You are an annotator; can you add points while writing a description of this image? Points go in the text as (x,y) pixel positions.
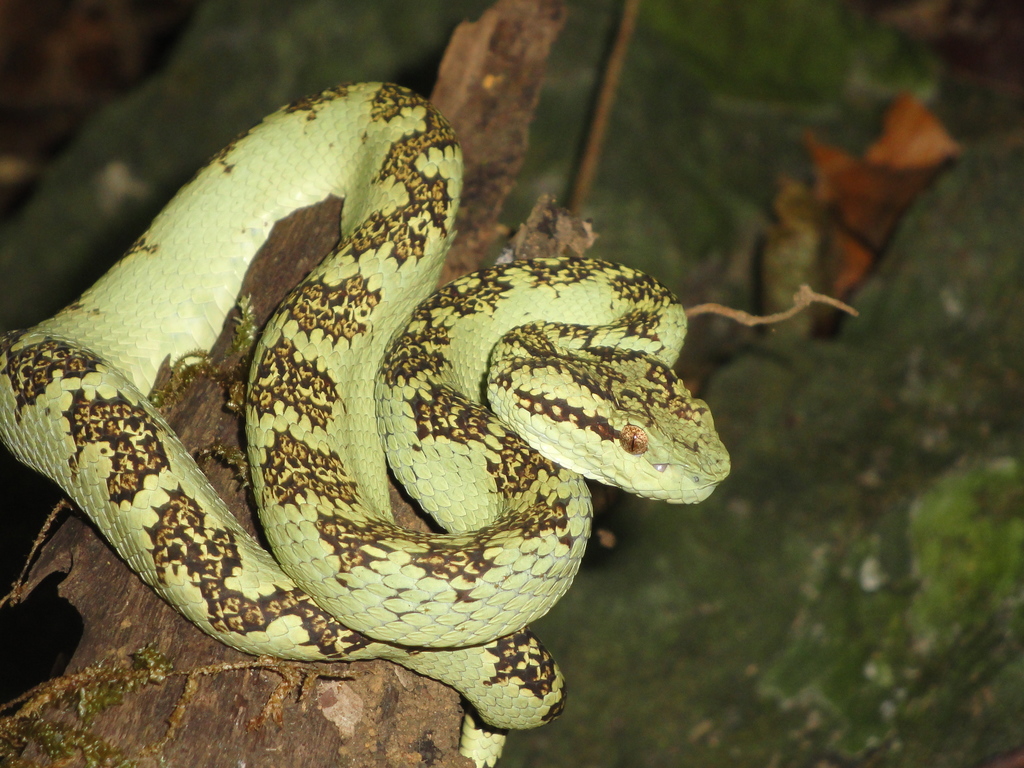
In this image we can see the snake (296,546) on the tree trunk (301,691) and there is the blur background (752,191).
